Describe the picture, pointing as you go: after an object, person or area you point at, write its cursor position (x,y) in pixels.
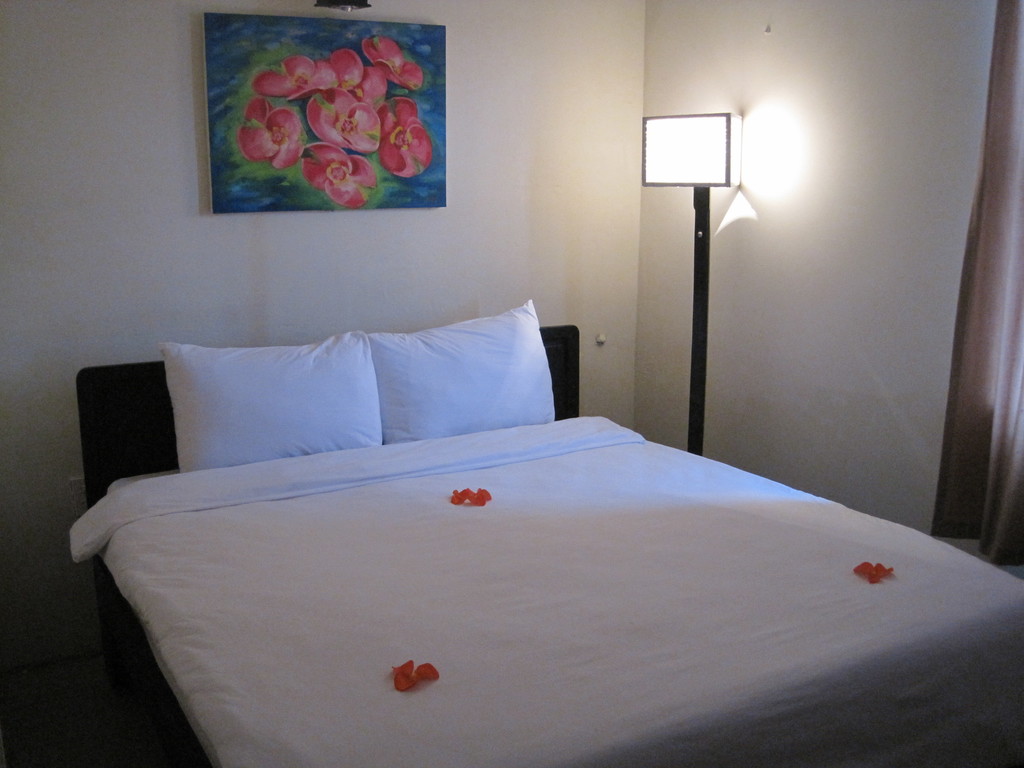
In this picture there is a bed (105,395) with two pillows (485,395) and blanket (612,605) and in the background (262,19) is a photo frame (221,47) and lamp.
